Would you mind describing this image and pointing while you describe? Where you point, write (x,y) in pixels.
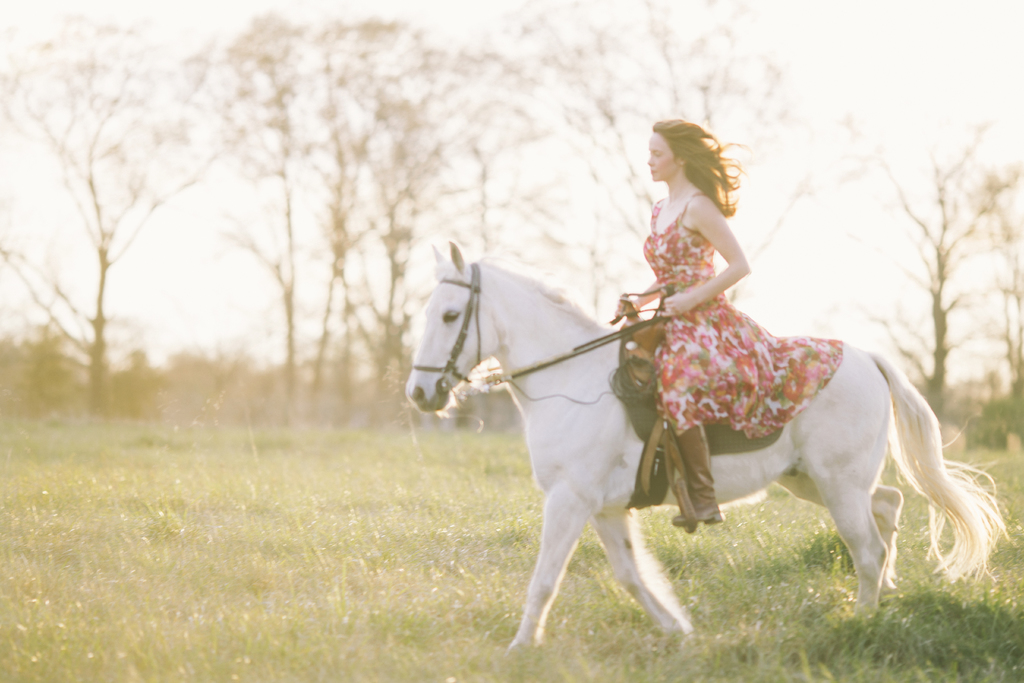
Here a woman (747,356) is riding horse (572,392). In the background (579,268) there are trees (341,223) and sky (856,236).
